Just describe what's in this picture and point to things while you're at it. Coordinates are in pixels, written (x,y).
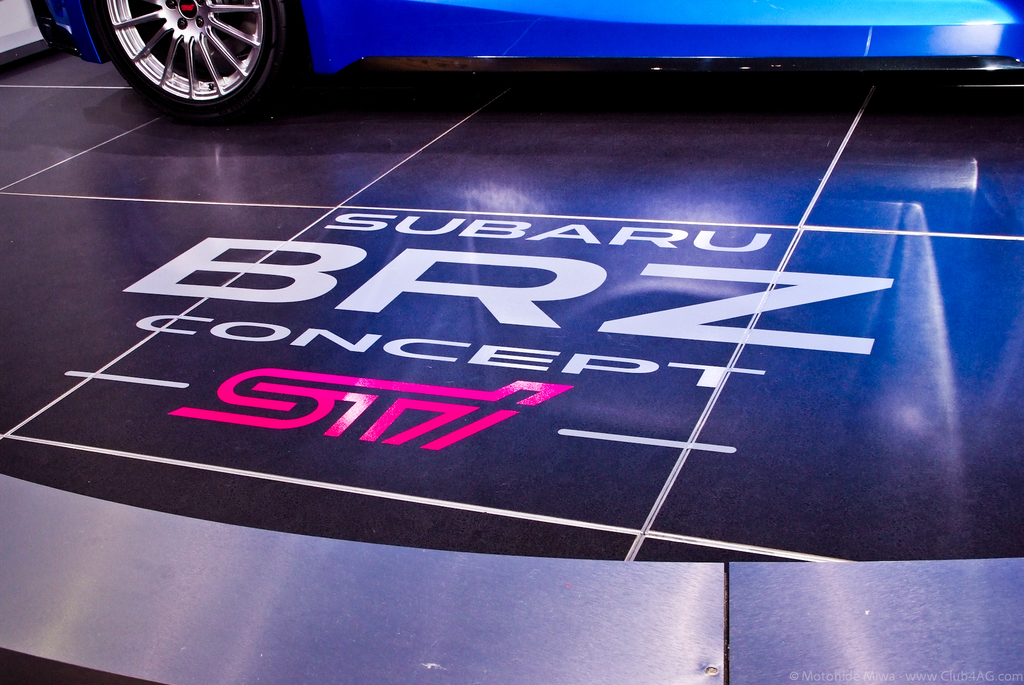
In this image I can see the blue color car (986,22) on the black surface (514,412) and something is written on it.
